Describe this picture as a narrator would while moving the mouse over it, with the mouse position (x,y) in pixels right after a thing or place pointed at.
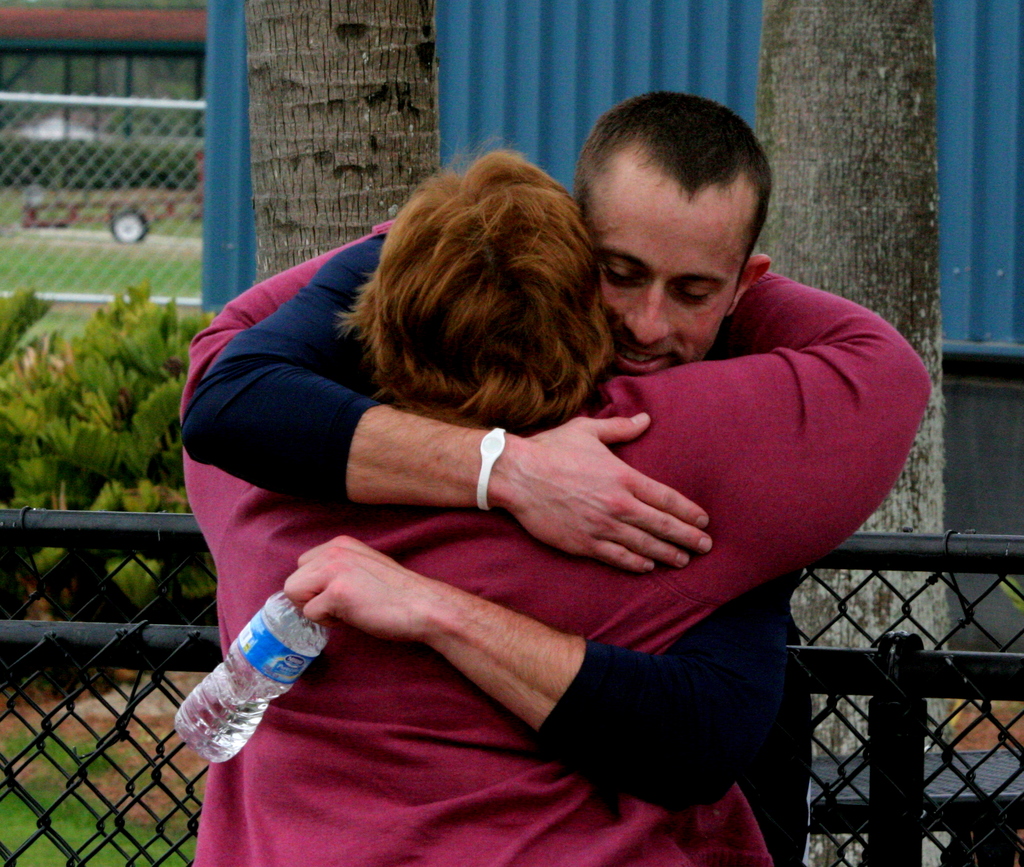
These 2 persons (522,312) are hugging each-other. This man (628,520) is holding a bottle (270,676). This fence (161,642) is in black color. Far there is a grass (155,273). These are plants (109,408).
